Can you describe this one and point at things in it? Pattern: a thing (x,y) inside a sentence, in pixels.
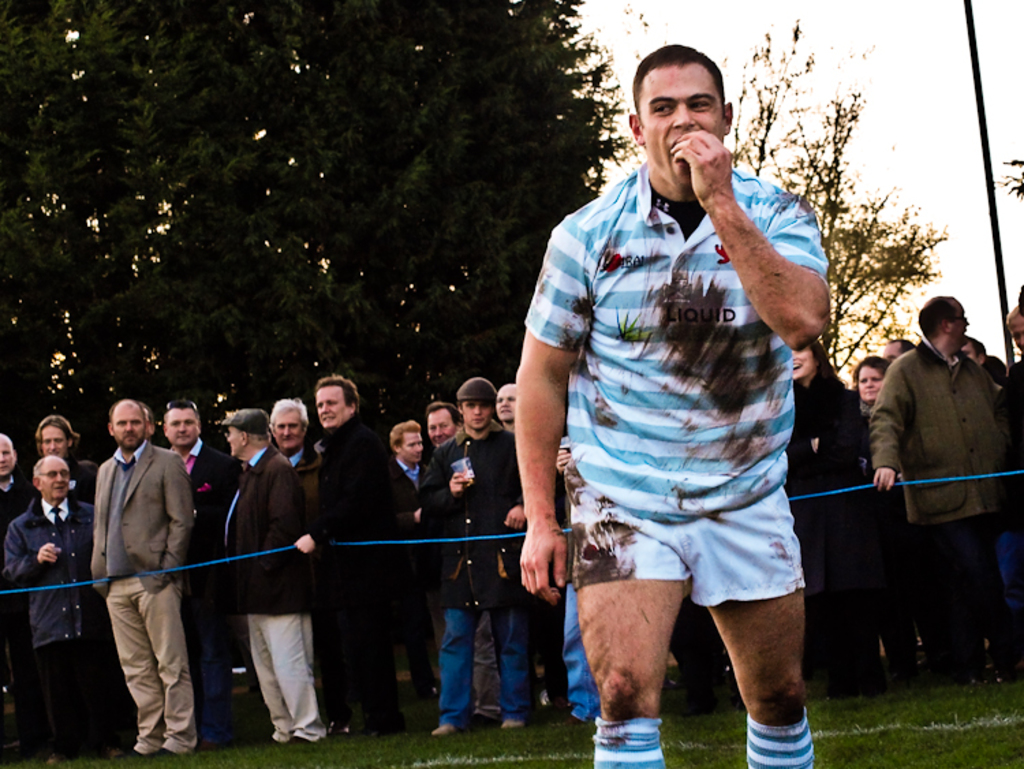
In this image a person (626,395) wearing a blue shirt (690,484) is standing on the grass land (961,724). Behind him there is a rope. There are few persons (396,498) standing behind the rope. A person (476,566) wearing a cap (489,395) is holding a cup (463,470). There are few trees (472,316). Top of image (934,134) there is sky (915,143).
